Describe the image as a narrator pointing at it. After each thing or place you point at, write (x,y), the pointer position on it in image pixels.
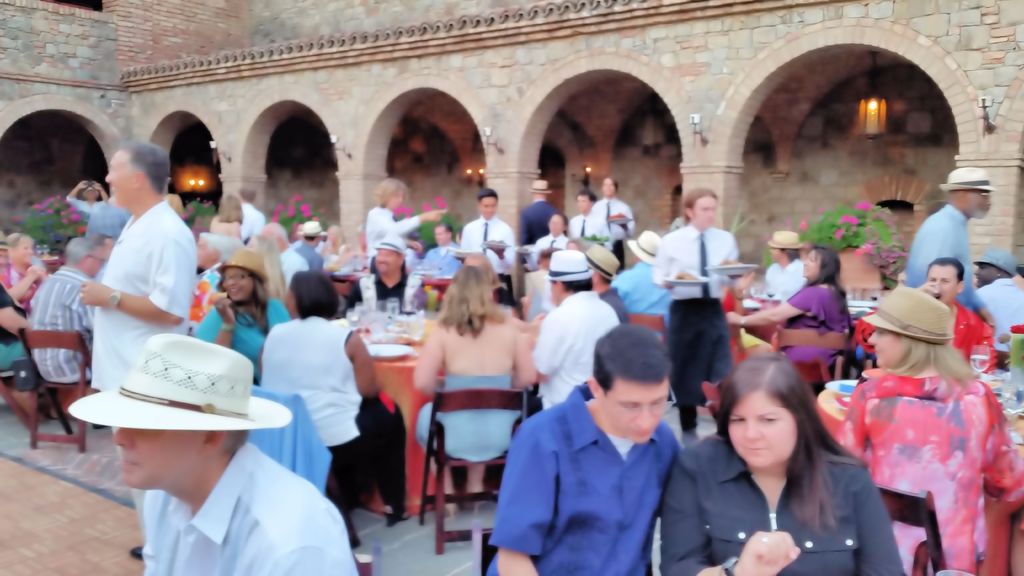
In this image there are people (549,312) sitting on chairs (488,402) and there are tables (432,343), on that tables (426,342) there are few items (373,333) and few people (924,244) are standing, in the background (767,245) there are plants (212,206) and there is a building (667,5).
